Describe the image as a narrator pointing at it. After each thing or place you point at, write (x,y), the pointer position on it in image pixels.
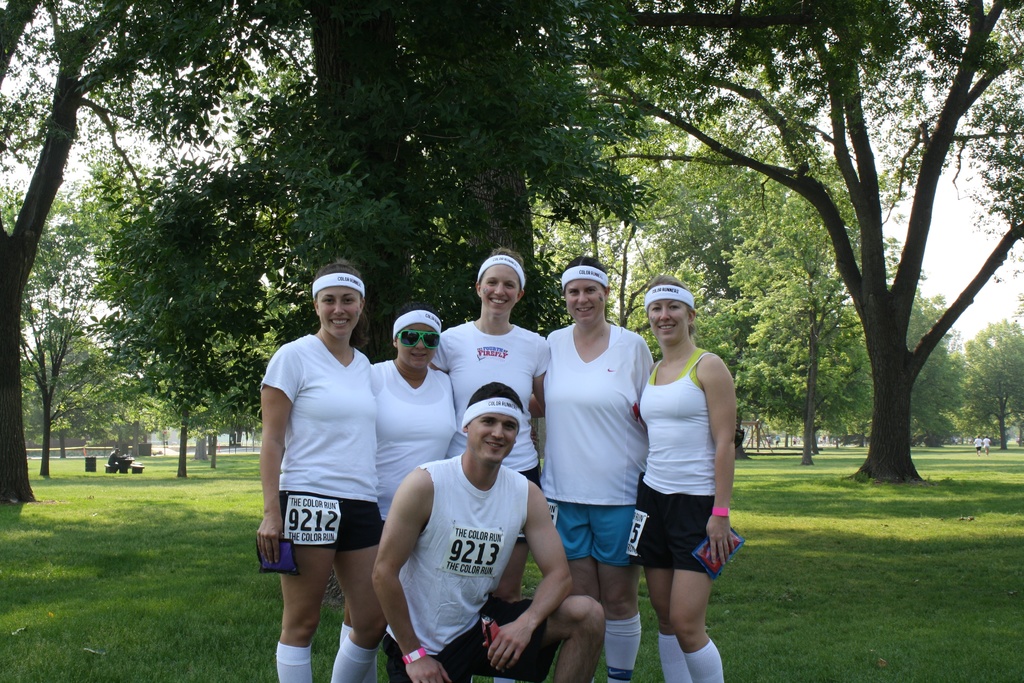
In this image we can see a group of persons (522,377). Behind the persons (595,382) we can see a group of trees (548,183) and grass (144,499). At the top (227,57) we can see the sky (84,319). On the left side (86,466), we can see a person (121,455) and a few objects (133,459). On the right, we can see two persons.
